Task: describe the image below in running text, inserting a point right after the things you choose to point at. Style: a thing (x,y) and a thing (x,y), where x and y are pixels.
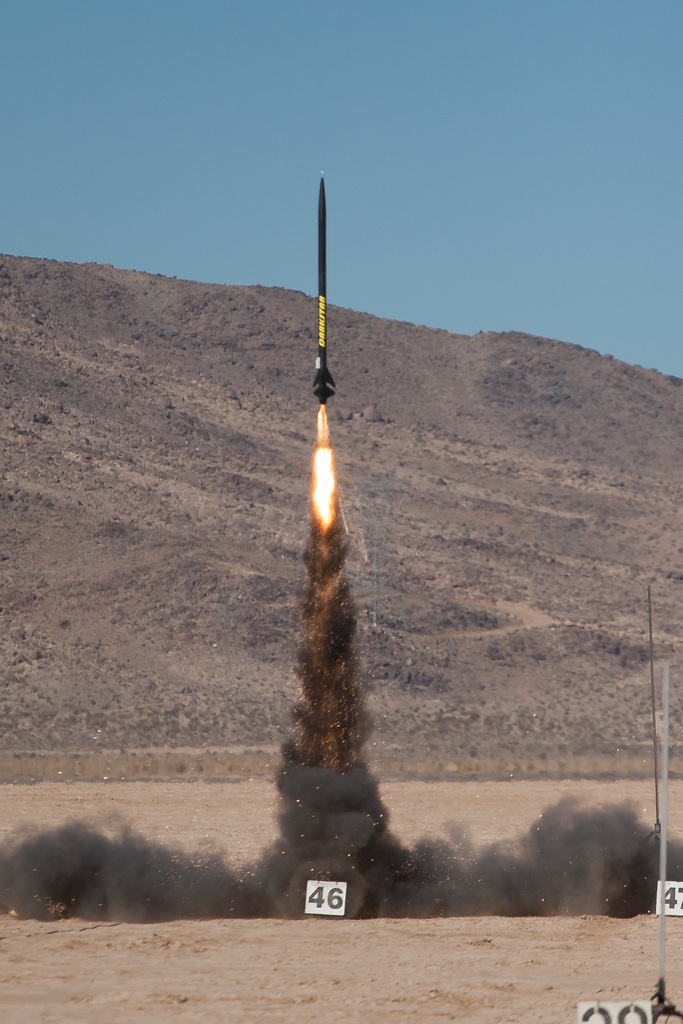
In the foreground of the picture (618,913) there are number boards (595,1004) and sand (410,963). In the center of the picture (325,410) we can see a missile (318,350) being launched. In the background (191,534) it is hill (388,432) and sky (309,142).
